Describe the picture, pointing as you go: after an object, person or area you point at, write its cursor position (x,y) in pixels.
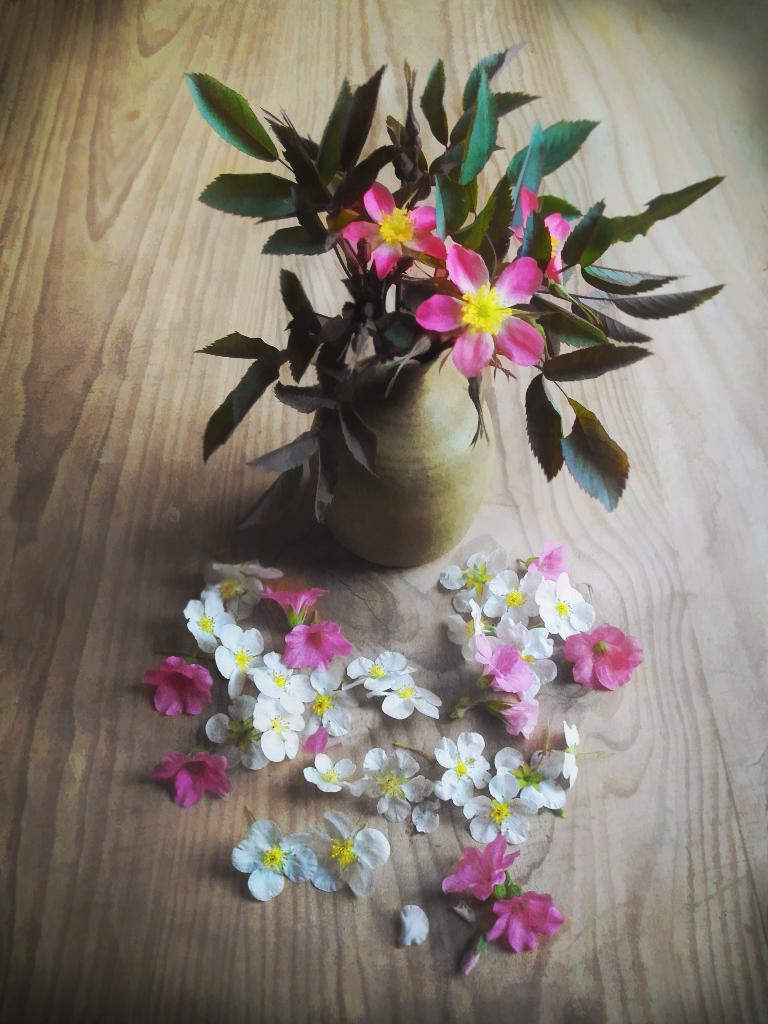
In this picture there is a flower vase (419,453) on the table (659,335) and there are flowers (465,284) and there is a plant (384,304) in the flower vase (440,448). There are pink and white color flowers (384,758) on the table (688,765).
